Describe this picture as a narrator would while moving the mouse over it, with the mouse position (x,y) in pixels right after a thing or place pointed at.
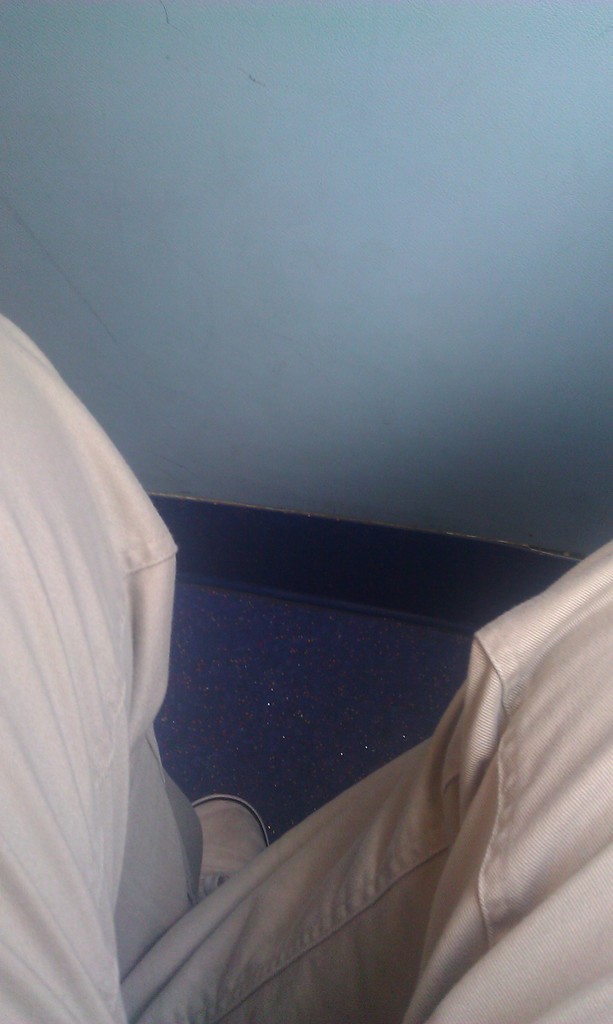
In the center of the image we can see human legs (50,714) and one shoe (237,826). In the background (236,220) there is a wall (193,196).
